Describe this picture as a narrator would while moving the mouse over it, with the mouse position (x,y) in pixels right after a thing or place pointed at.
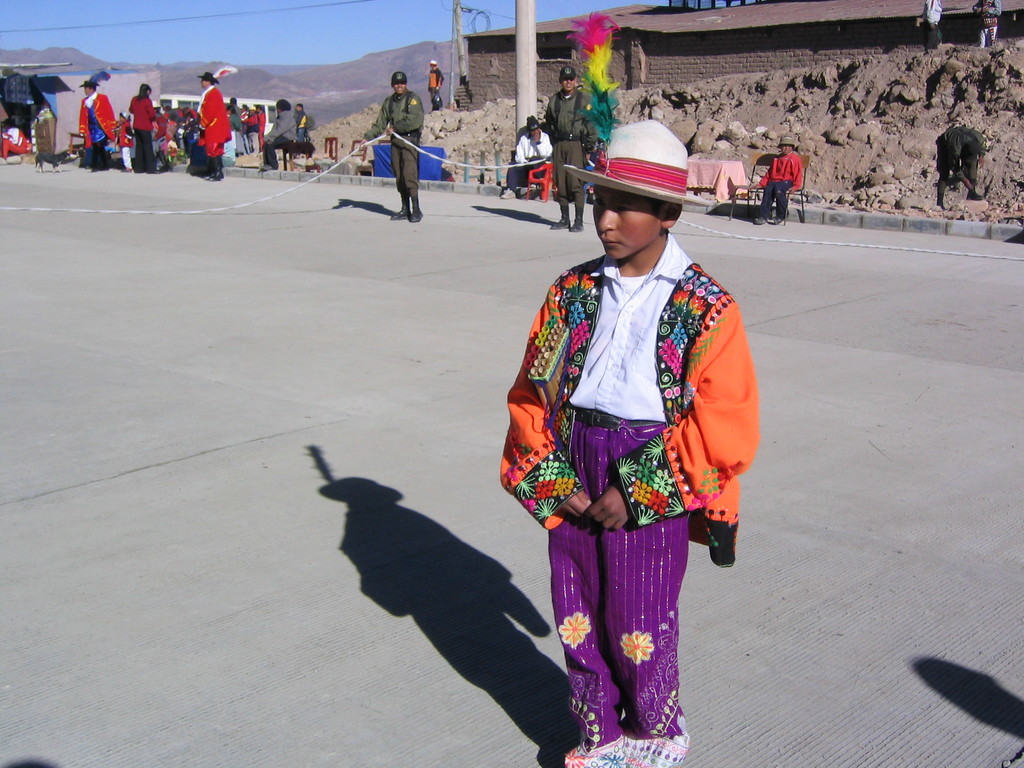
In the center of the image (637,427) we can see a boy (587,505) is standing and wearing costume (572,273), hat (634,164). In the background of the image (453,42) we can see the mountains (379,70), houses (637,27), poles (532,44), wires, chairs (742,188), tablecloths (734,170), store (40,109), heap of sand (706,123), roof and a group of people (394,111). We can see two mens (400,171) are wearing a uniform (563,120) and holding a rope (405,141). In the top left corner (84,99) we can see two mens (86,85) are standing and wearing costume (207,120). At the bottom of the image (425,636) we can see the road (317,293). At the top of the image (316,44) we can see the sky (316,44).
